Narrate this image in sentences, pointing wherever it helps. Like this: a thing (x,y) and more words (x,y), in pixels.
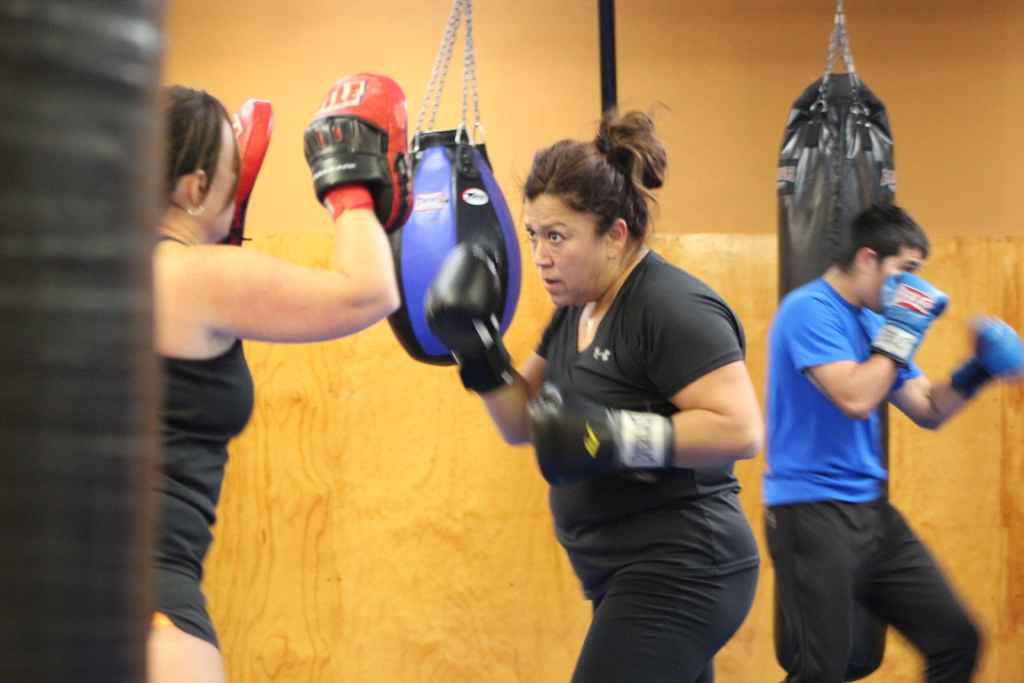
In this picture we can see three people (228,192) wore gloves (398,183), some objects (463,110) and in the background (718,84) we can see boxing bags (814,122) and the wall (692,87).
